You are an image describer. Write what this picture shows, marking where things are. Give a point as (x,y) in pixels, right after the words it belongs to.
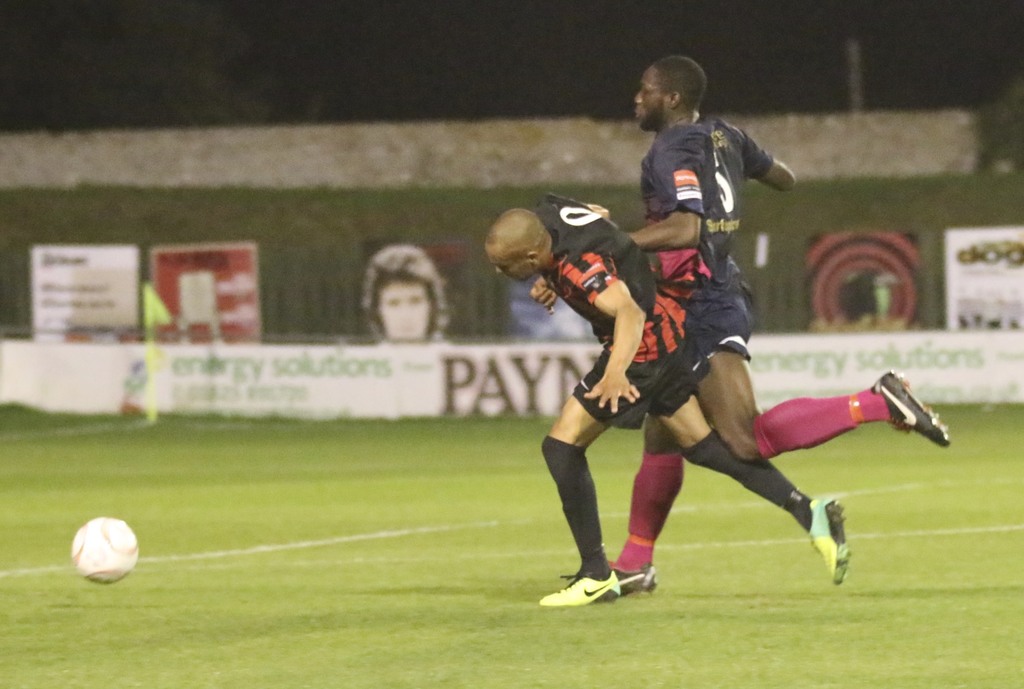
In this picture we can see two men (781,434) running on the ground (352,634), ball (113,530), banners (130,313) and in the background (150,66) it is dark.
